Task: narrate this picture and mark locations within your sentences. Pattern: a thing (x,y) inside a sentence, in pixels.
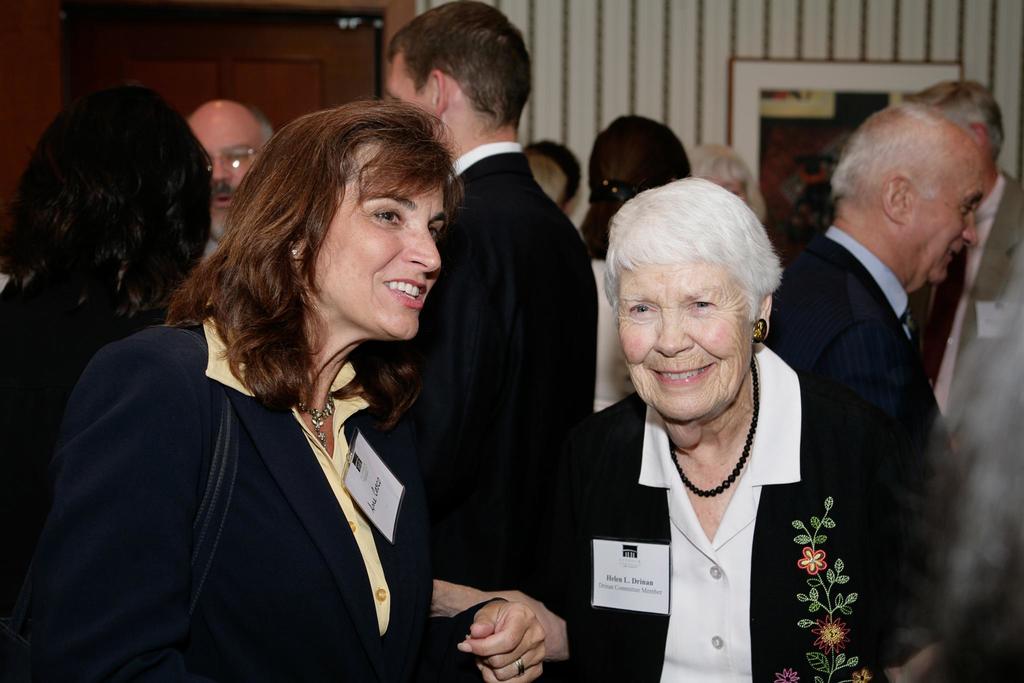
In this picture there are people (384,176). In the background of the image (728,85) we can see wall (1000,29) and door (370,77).
